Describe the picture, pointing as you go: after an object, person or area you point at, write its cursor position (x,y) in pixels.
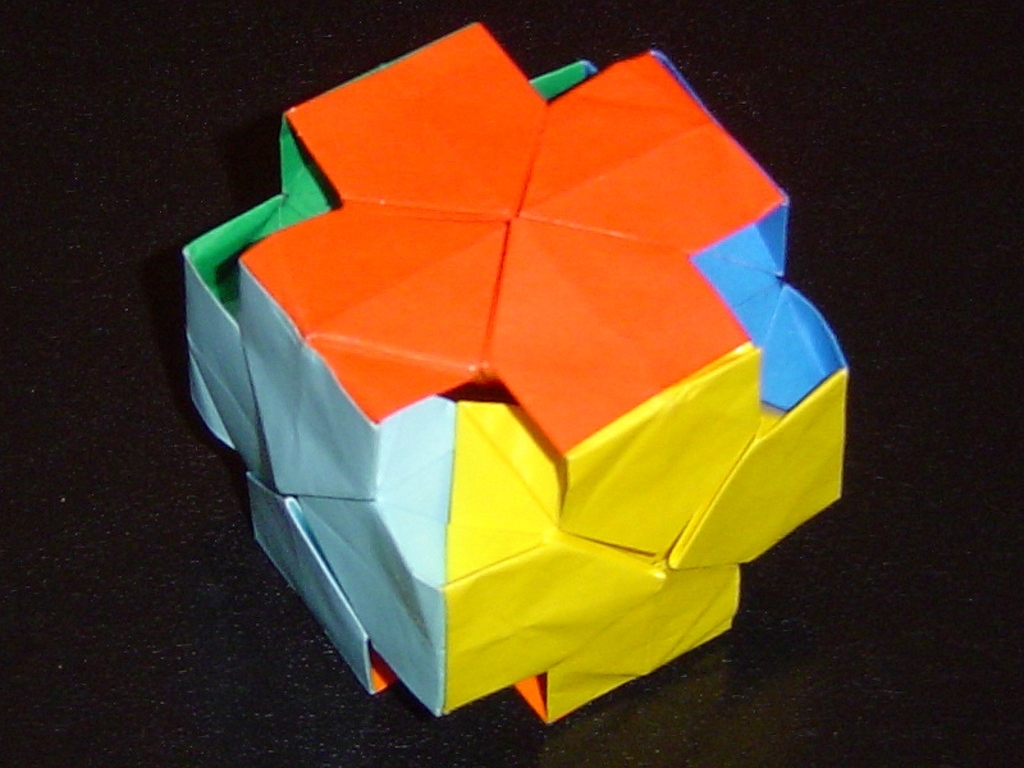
In this image there is an object (340,240), which is made up of colorful papers (432,414).
